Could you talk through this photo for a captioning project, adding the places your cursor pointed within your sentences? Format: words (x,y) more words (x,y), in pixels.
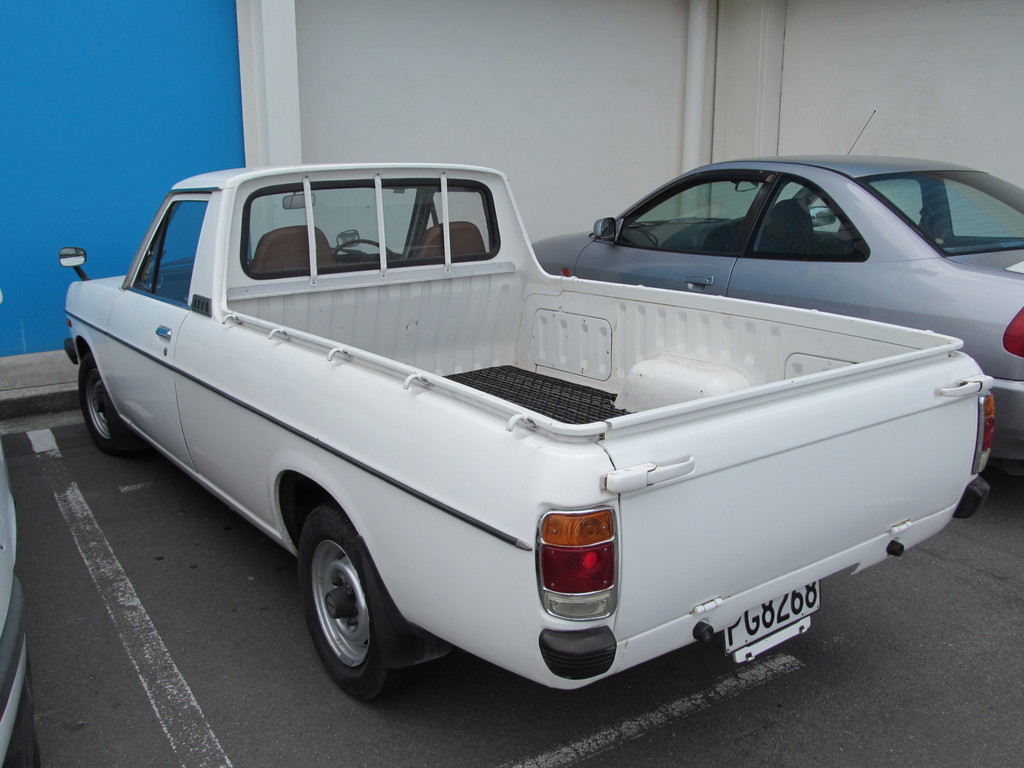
In this image I can see few vehicles (769,502) on the road (167,481). Back I can see the blue and white color wall (434,74).
